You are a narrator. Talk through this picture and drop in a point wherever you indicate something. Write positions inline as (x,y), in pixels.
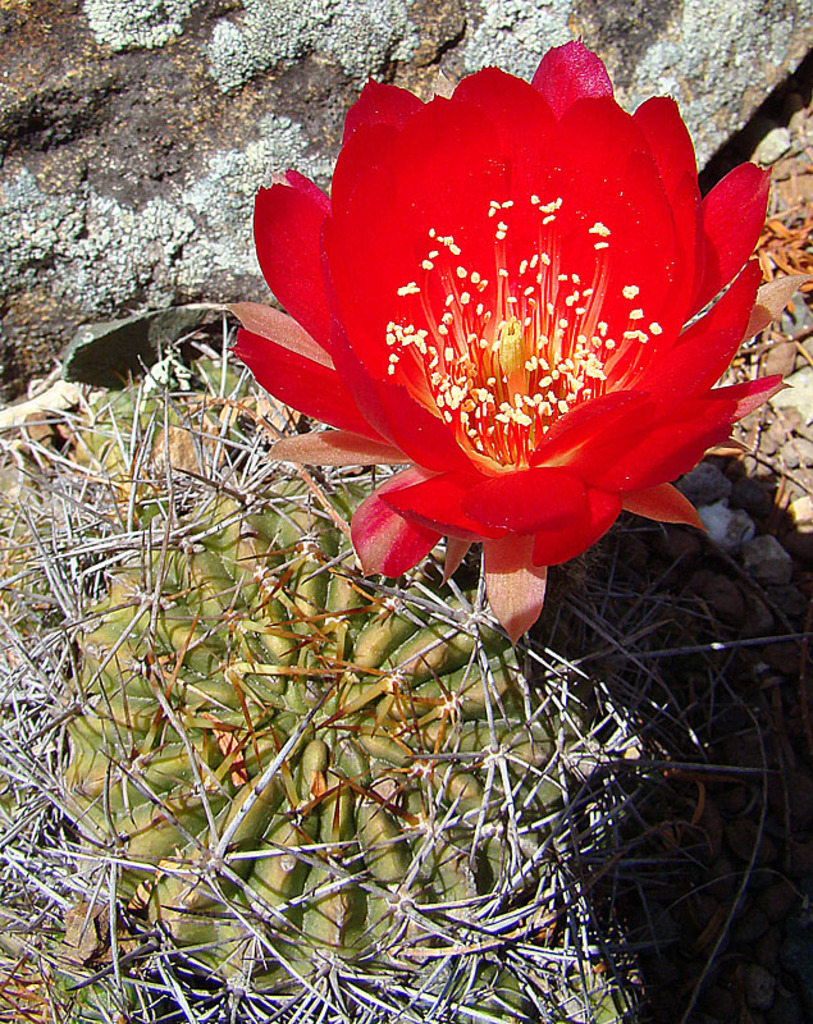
It is a beautiful red color flower (462,181) on a cactus plant (282,678).
